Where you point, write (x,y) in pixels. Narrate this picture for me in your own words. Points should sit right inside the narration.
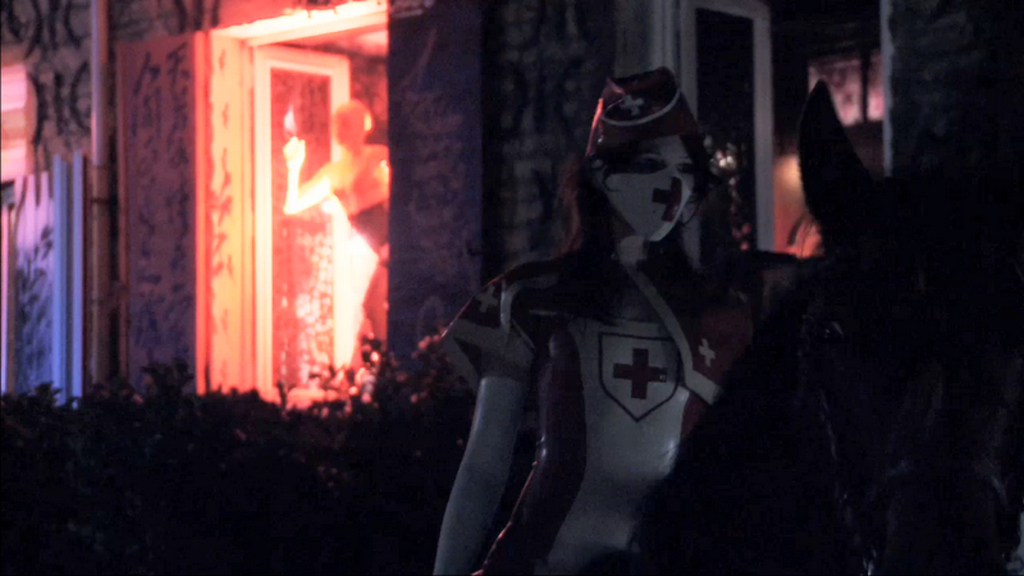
In this image, I can see the woman (603,363) sitting on the horse (828,419). I think she wore a fancy dress (577,474). I can see the plants (377,436). This looks like a door (331,300). I think this is a statue (356,128). This is a building (56,272). I can see a pipe (105,267) attached to the building wall (126,189).
